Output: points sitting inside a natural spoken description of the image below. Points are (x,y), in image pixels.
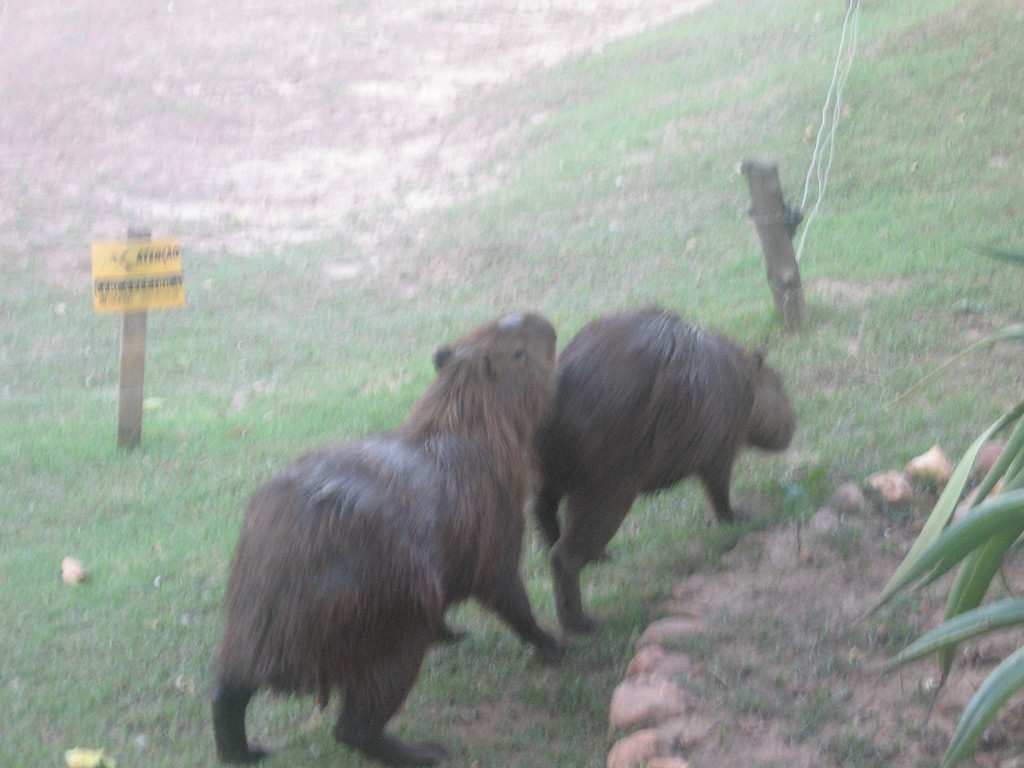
In this image can see two animals (441,388) visible on grass (103,668) and I can see signboard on the left side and I can see leaves (971,572) of trees (964,633) on the right side (964,605).
